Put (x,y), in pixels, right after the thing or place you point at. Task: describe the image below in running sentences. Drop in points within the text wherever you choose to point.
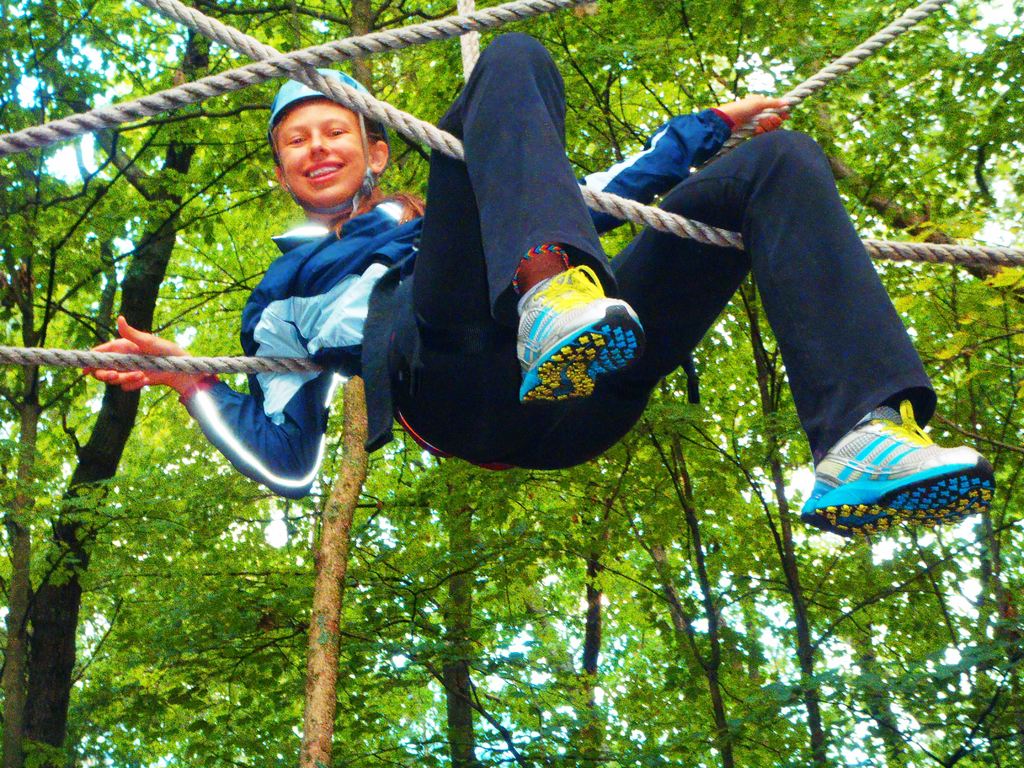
In this image we can see a person (435,216) sitting on the ropes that are hanging to the trees (622,99). In the background (190,332) we can see sky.
